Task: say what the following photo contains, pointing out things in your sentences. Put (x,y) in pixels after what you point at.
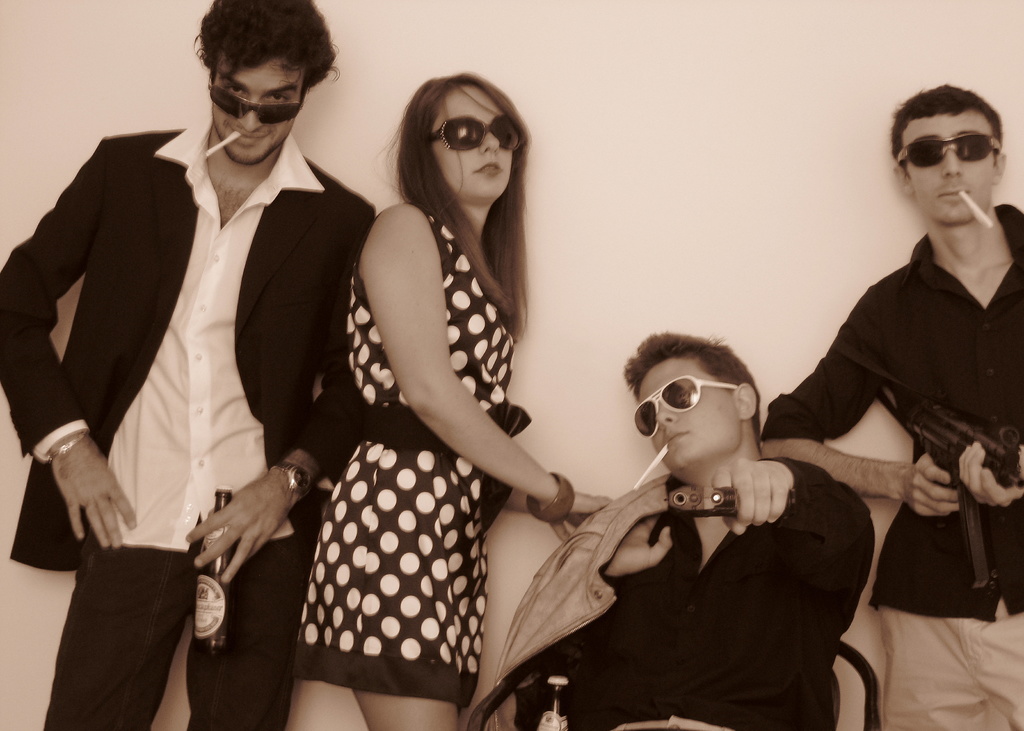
In this image there are four people (735,536) wearing goggles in which one of them is sitting on the chair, three of them are holding rolled paper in their mouth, bottles (560,728) and the wall (612,432).
